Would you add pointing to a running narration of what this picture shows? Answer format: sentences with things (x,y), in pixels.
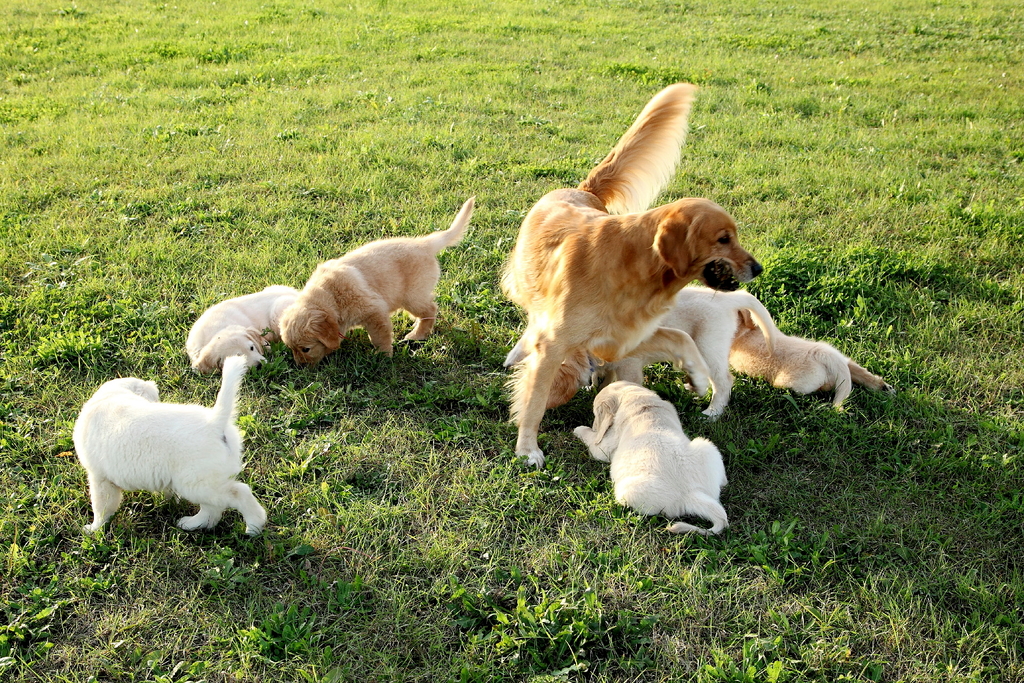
In the given picture we can see there are many dogs (430,324), white and light brown in color. We can see even grass (332,234).
